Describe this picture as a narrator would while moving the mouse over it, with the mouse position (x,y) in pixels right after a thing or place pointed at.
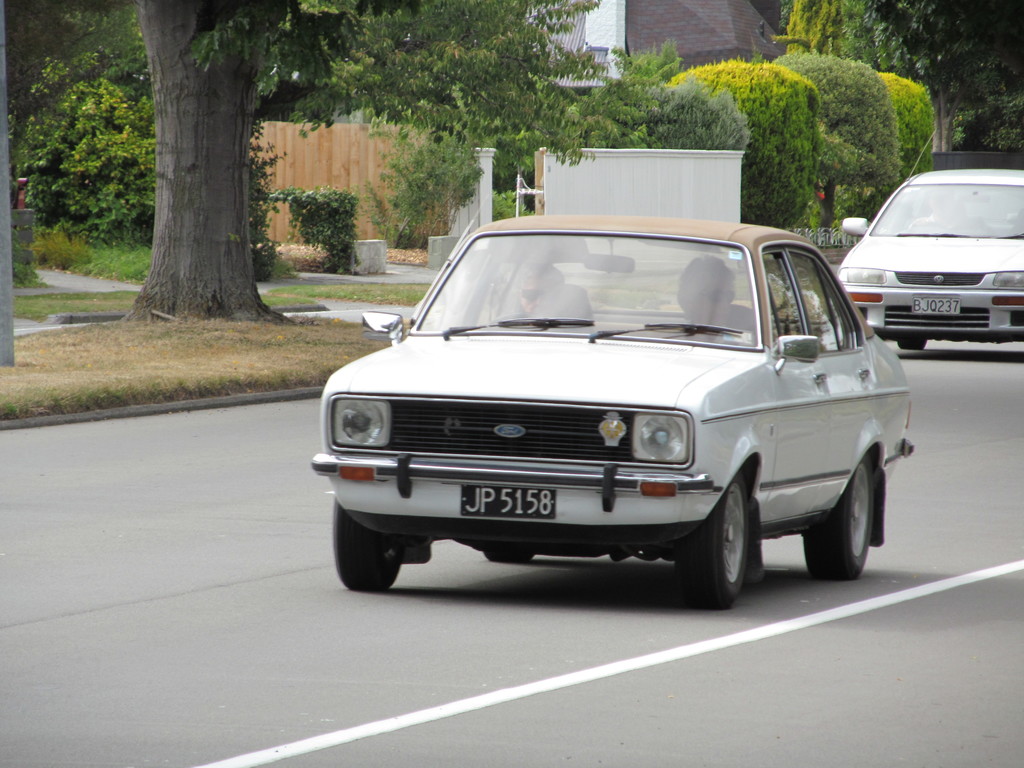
In this picture we can see there are two persons (552,309) in the cars (611,367) and the cars (736,409) are on the road (461,579). Behind the cars (655,334), there are trees (480,103), grass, wooden fence (328,141) and a house (712,25).
